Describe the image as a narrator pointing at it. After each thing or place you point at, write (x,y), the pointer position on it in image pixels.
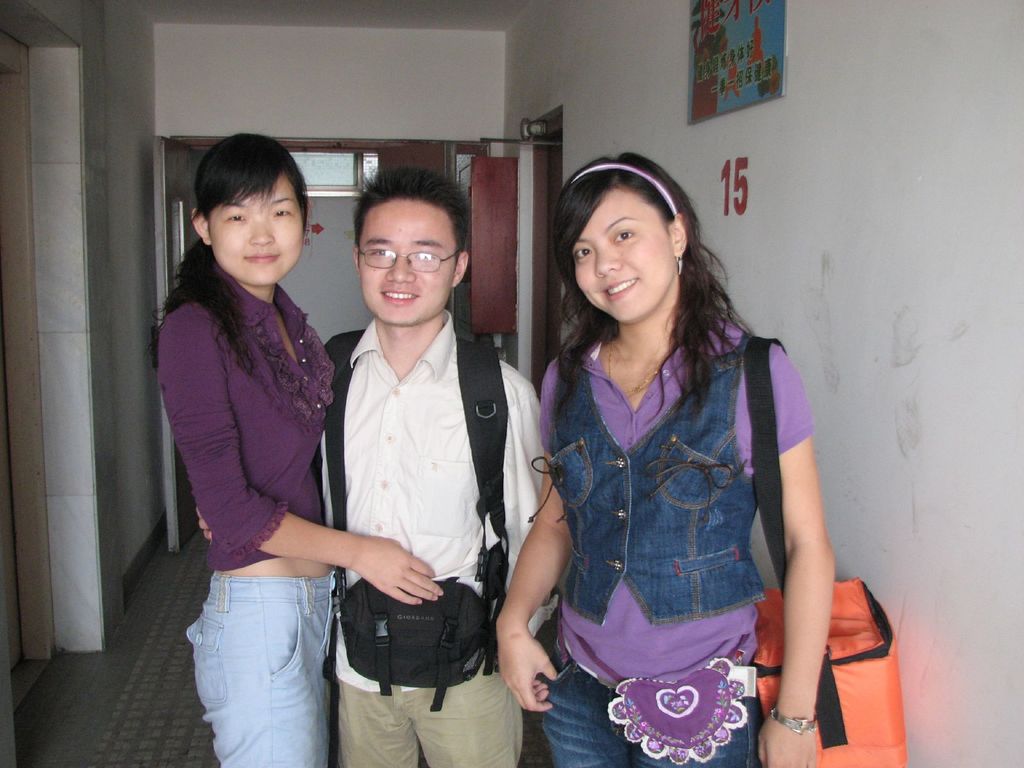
This picture might be taken inside the room (161,445). In this image, in the middle (347,511), we can see two women (278,432) and one man (449,473) are standing on the floor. On the right side (940,311), we can see a wall (897,95), painting (778,71) attached to a wall (788,61), door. On the left side (11,581), we can also see a door (22,592). In the background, we can see a door (179,231) which is opened. On the top (483,19), we can see a roof (505,3).
